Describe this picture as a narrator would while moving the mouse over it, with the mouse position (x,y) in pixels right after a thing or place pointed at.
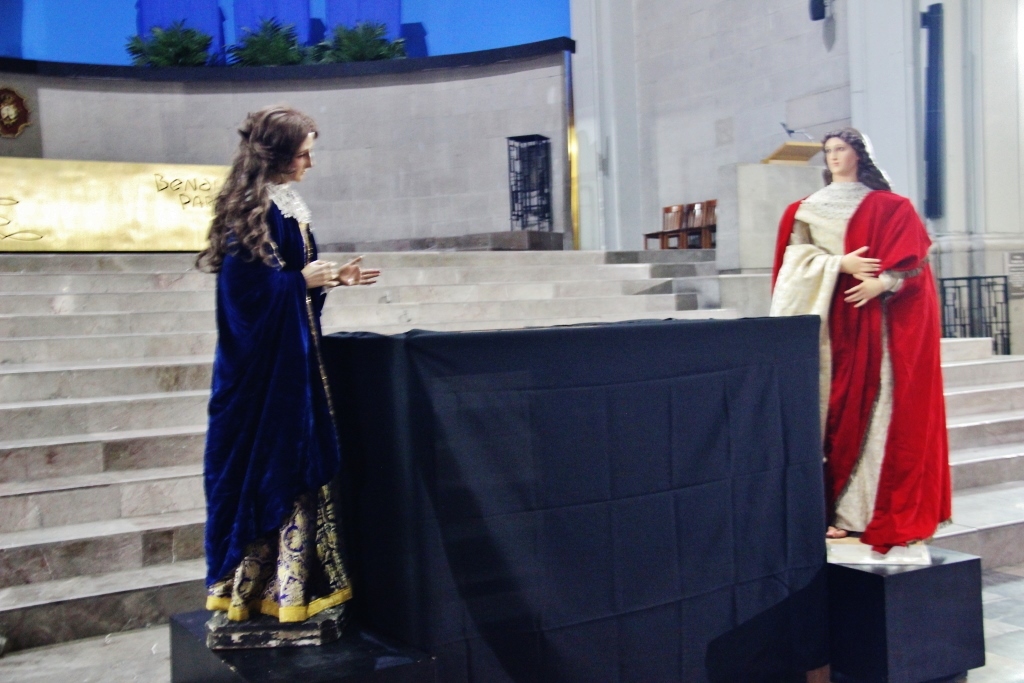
In this image I can see two statues (909,375). In front (870,316) the statue (824,321) is wearing cream and red color dress (840,233) and the statue (279,349) at left (288,347) is wearing blue color dress (292,348). Background (619,288) I can see few stairs (478,270) and trees (249,58) in green color.
